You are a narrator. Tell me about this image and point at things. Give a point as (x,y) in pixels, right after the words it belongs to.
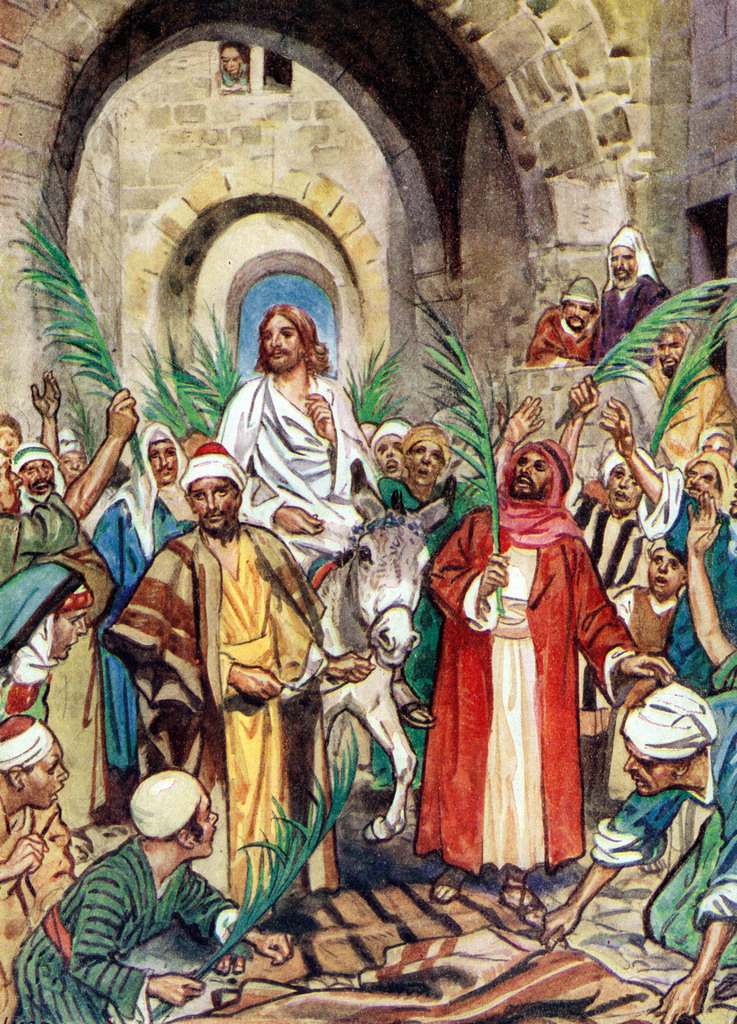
This image looks like a painting in which I can see a group of people (462,736) are standing on the road (421,884), donkey (381,580), cloth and plants (225,394). In the background (656,96) I can see a building (485,140) and entrance (325,334).
